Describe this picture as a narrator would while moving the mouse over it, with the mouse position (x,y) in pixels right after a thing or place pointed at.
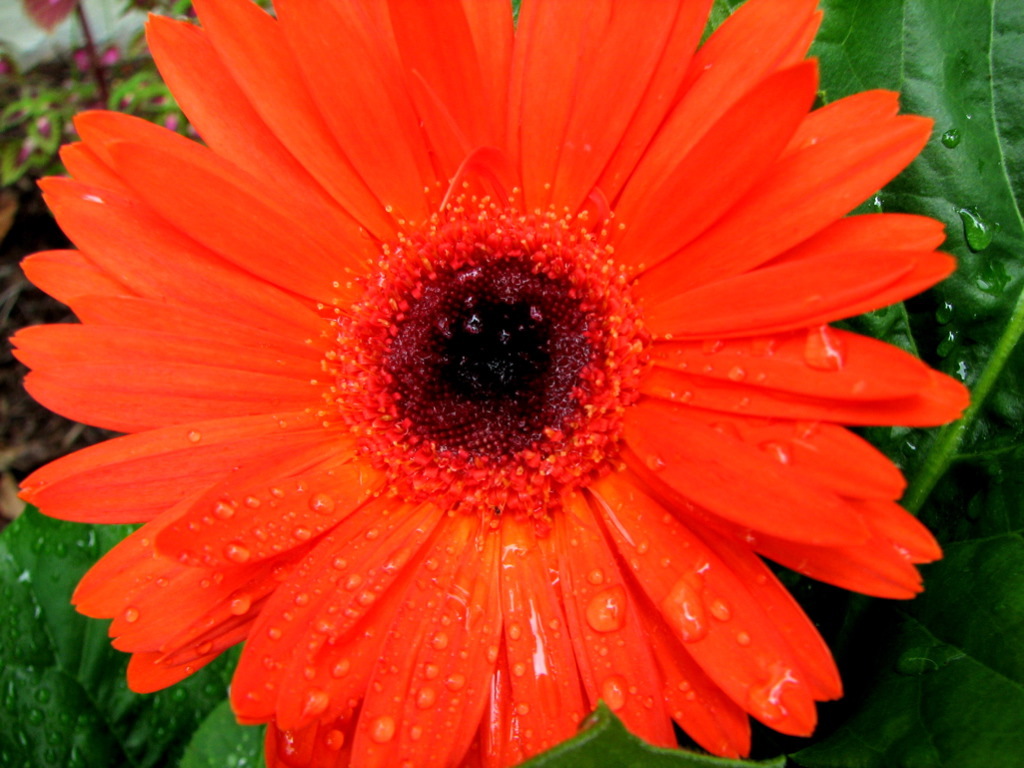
This is red color gerbera (714,455). These are leaves (944,438).
